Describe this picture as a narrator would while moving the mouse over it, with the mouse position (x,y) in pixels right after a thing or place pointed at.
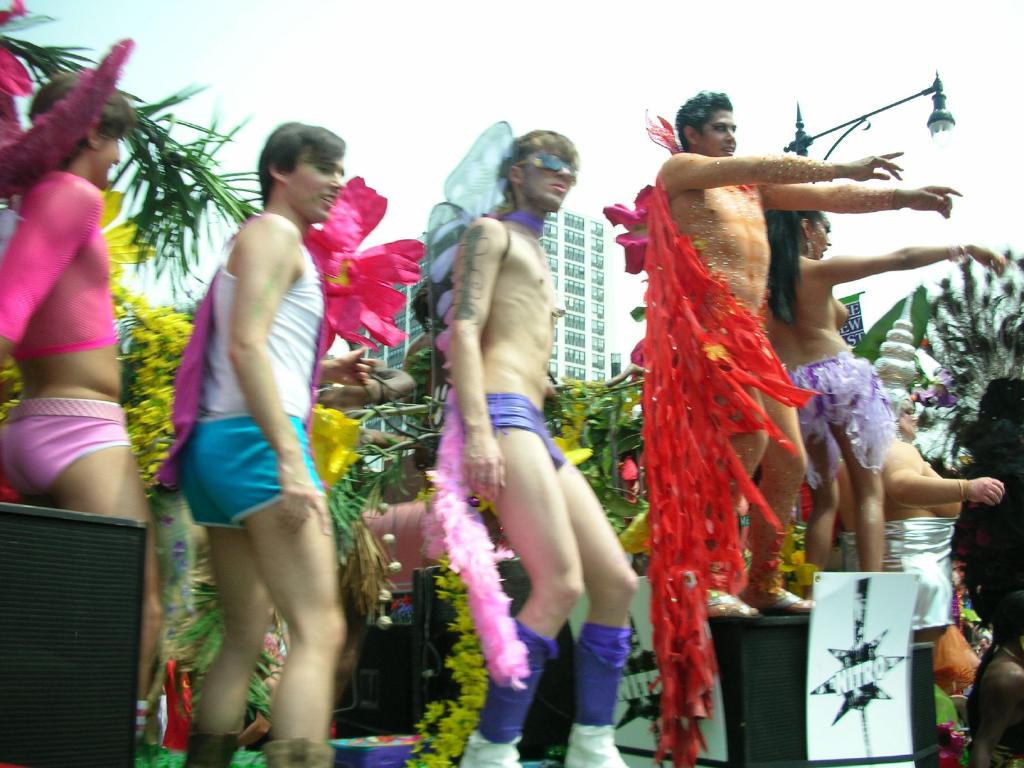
In the image in the center, we can see few people (763,559) were performing and they are in different costumes (210,419). And we can see flower garlands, speakers (392,723), banners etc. In the background (439,82) we can see the sky (429,46), clouds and buildings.
